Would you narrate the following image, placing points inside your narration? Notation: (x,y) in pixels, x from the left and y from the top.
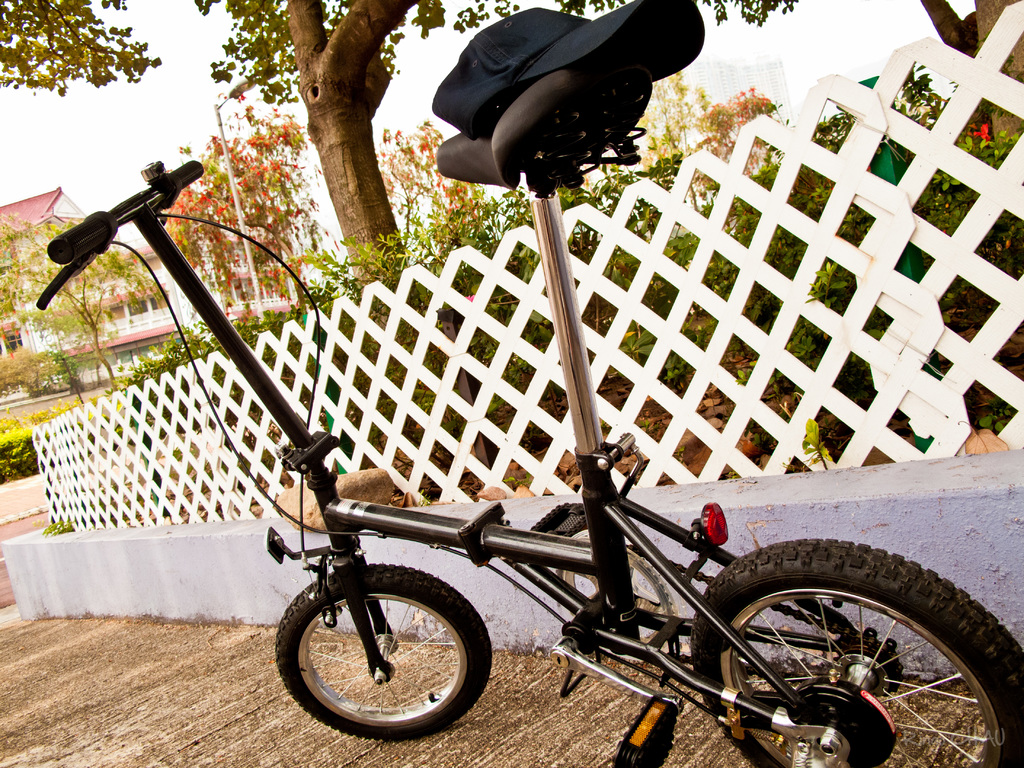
In this picture I can see a bicycle (660,611) placed side of the fencing wall (669,484) on the bicycle (544,96) we can see a cap (504,86), around we can see some trees (406,215), plants (429,250) and buildings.
